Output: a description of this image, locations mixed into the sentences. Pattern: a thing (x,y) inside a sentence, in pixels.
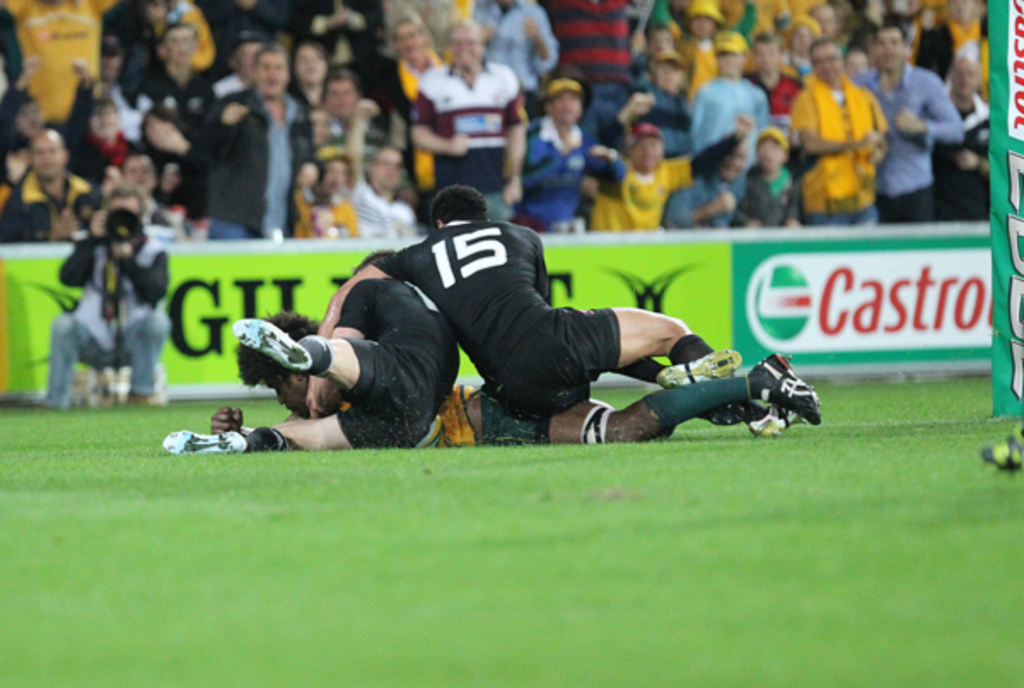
At the bottom of the image (428,512) on the ground (580,542) there is grass (561,497). And also there are few players (442,366) on the ground (620,457). Behind them on the left side (79,348) there is a man (92,297) holding a video camera (123,239) in his hand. Behind them there are banners (236,314) with text (563,286) on it. Behind the banners (194,309) there are few people (767,97). On the right corner of the image (1002,91) there is a banner (1005,212) with text (1020,221) on it.
